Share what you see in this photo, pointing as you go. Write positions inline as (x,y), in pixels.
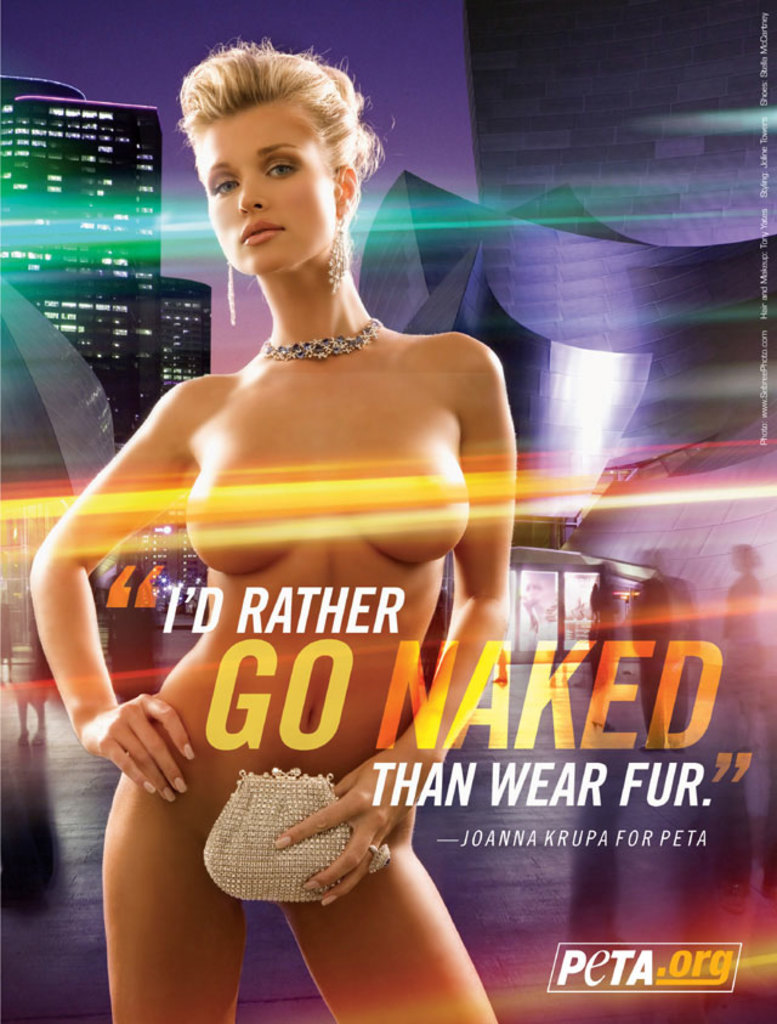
In the center of the image (306,430) there is a woman (376,421). In the background (380,91) there is a building (493,135), sky (380,91).
